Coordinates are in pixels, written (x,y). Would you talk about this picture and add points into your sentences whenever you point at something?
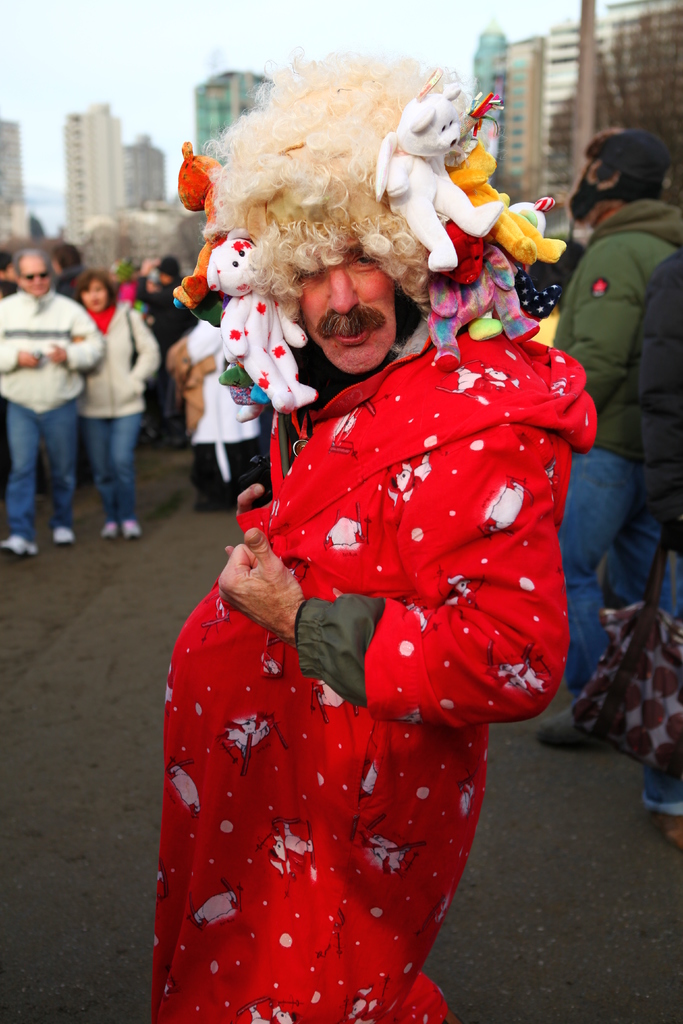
This picture is clicked outside. In the center (422,496) we can see a person (379,413) wearing red color dress (420,432) and standing and we can see the soft toys (194,186). In the background (148,41) we can see the sky (135,74), buildings (515,190), group of persons (73,329), hand bag (658,625) and many other objects (618,104).
